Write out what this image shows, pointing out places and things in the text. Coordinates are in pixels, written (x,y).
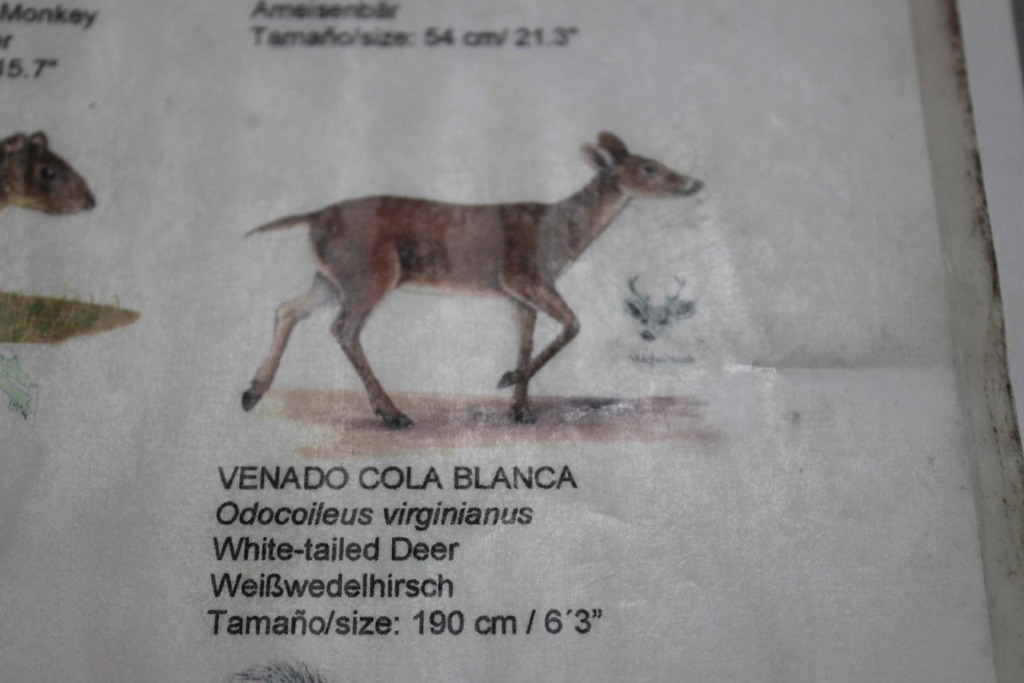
In this image there is a paper (758,265), there are animals (472,233), there is text (425,506), the background of the image (294,95) is white in color.
